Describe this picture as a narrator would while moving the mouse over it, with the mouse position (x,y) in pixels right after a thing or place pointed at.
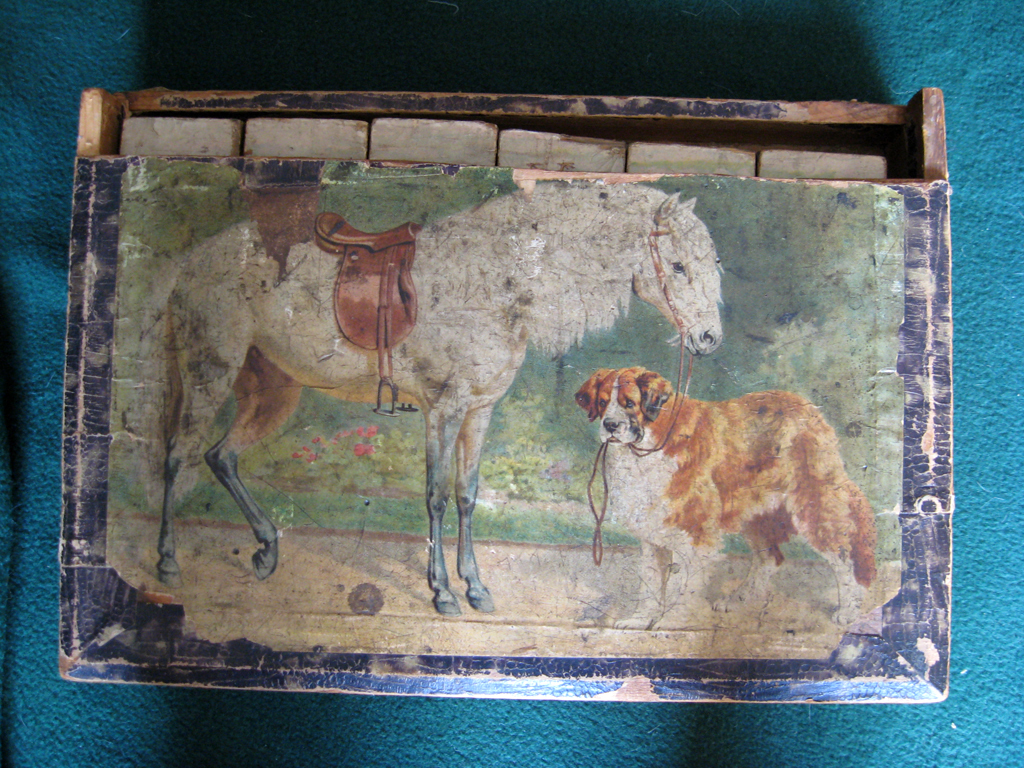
In this image I can see blue colored surface (493,25) and on it I can see a wooden object (284,338) on which I can see a painting (377,342) of a horse (456,308) which is white in color and a dog (719,423) which is brown and white in color. I can see few flowers (363,448) which are red in color and few trees (394,465) which are green in color.
